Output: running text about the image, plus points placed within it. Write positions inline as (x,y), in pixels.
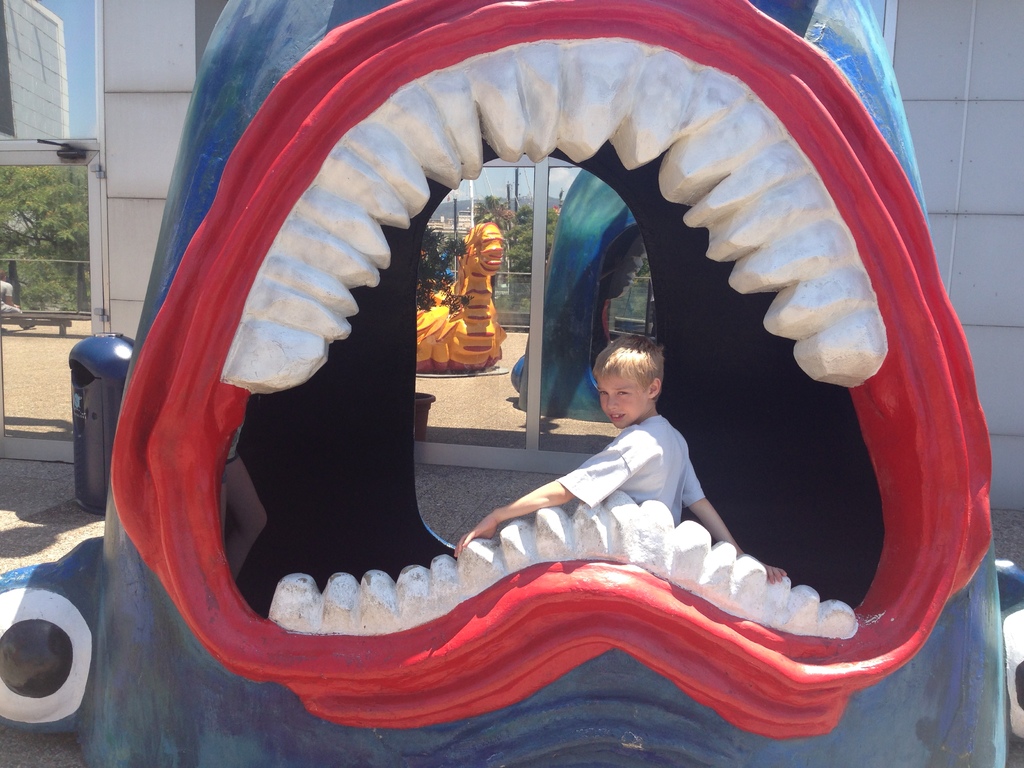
In this image there is a kid (636,477) with a smile on his face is posing for the camera from the open mouth (810,398) of a shark statue (681,429).
